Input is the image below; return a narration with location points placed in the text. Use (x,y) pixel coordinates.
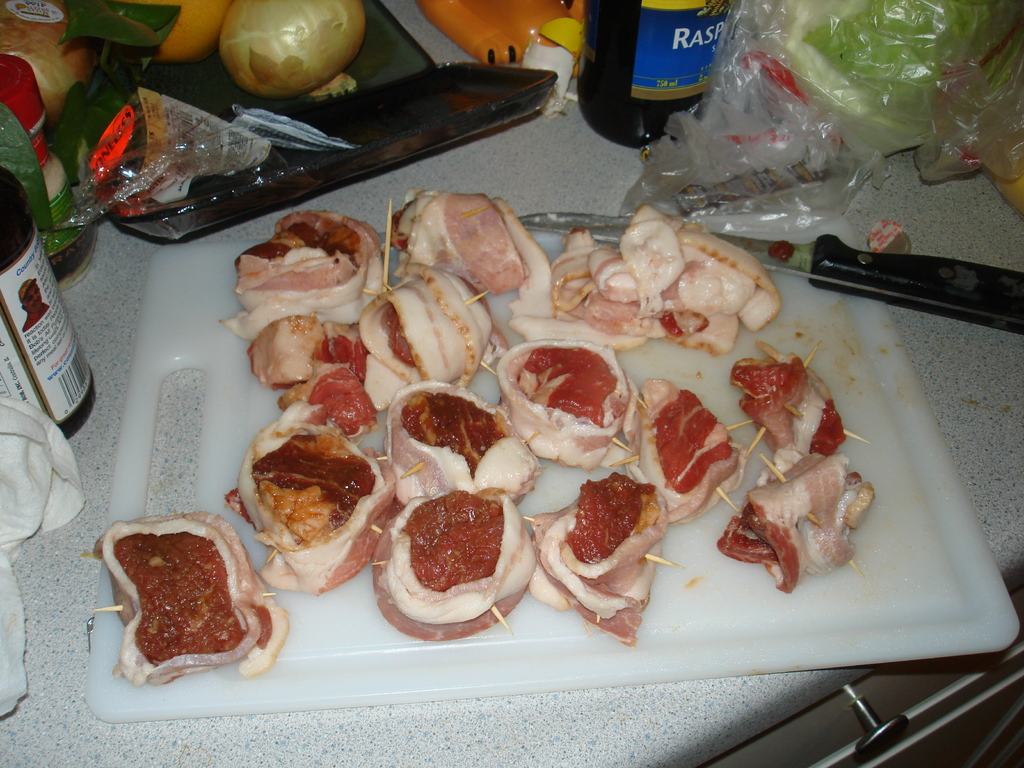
In this image I can see a white colour chopping board (164,247) and on it I can see number of meat pieces (747,292) and a knife (568,224). I can also see few bottles (19,222), few vegetables (308,35) and few other things (744,140) around the chopping board (919,511).
